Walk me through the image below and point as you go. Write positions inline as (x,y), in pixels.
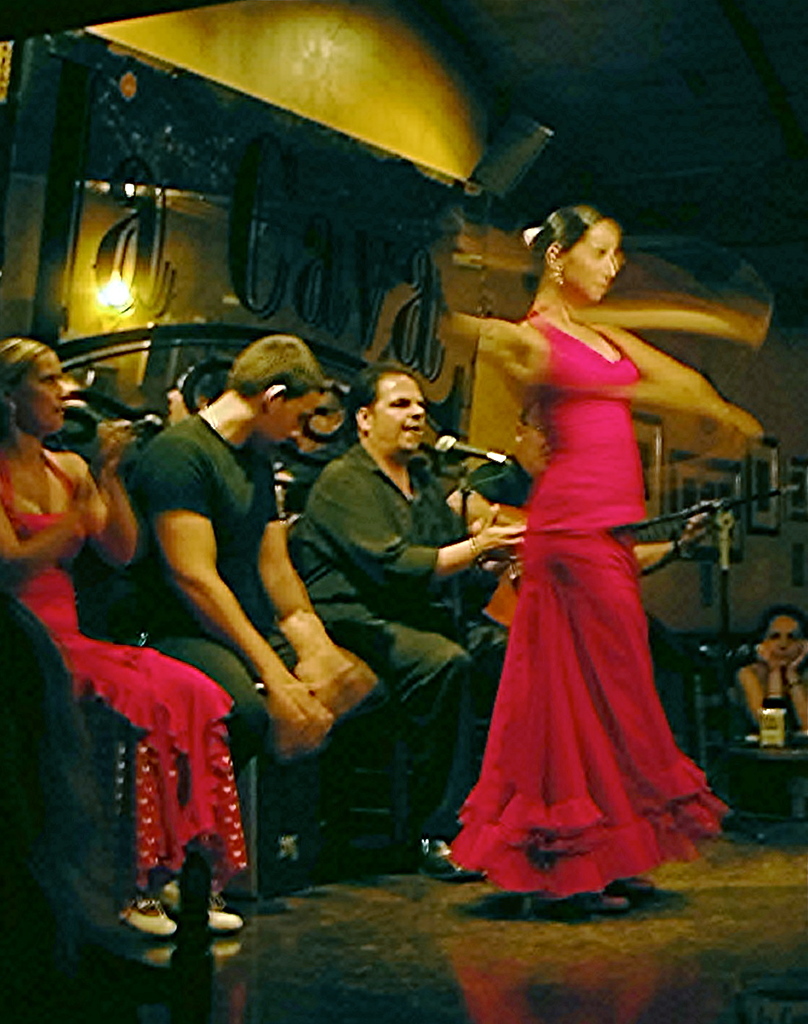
In this image there is a girl (563,500) in the middle (513,343) who is dancing. Behind her there is a man (429,594) who is sitting on the chair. In front of him there is a mic (439,448). Beside him there are few other people (194,662) who are sitting on the chairs (92,702).
